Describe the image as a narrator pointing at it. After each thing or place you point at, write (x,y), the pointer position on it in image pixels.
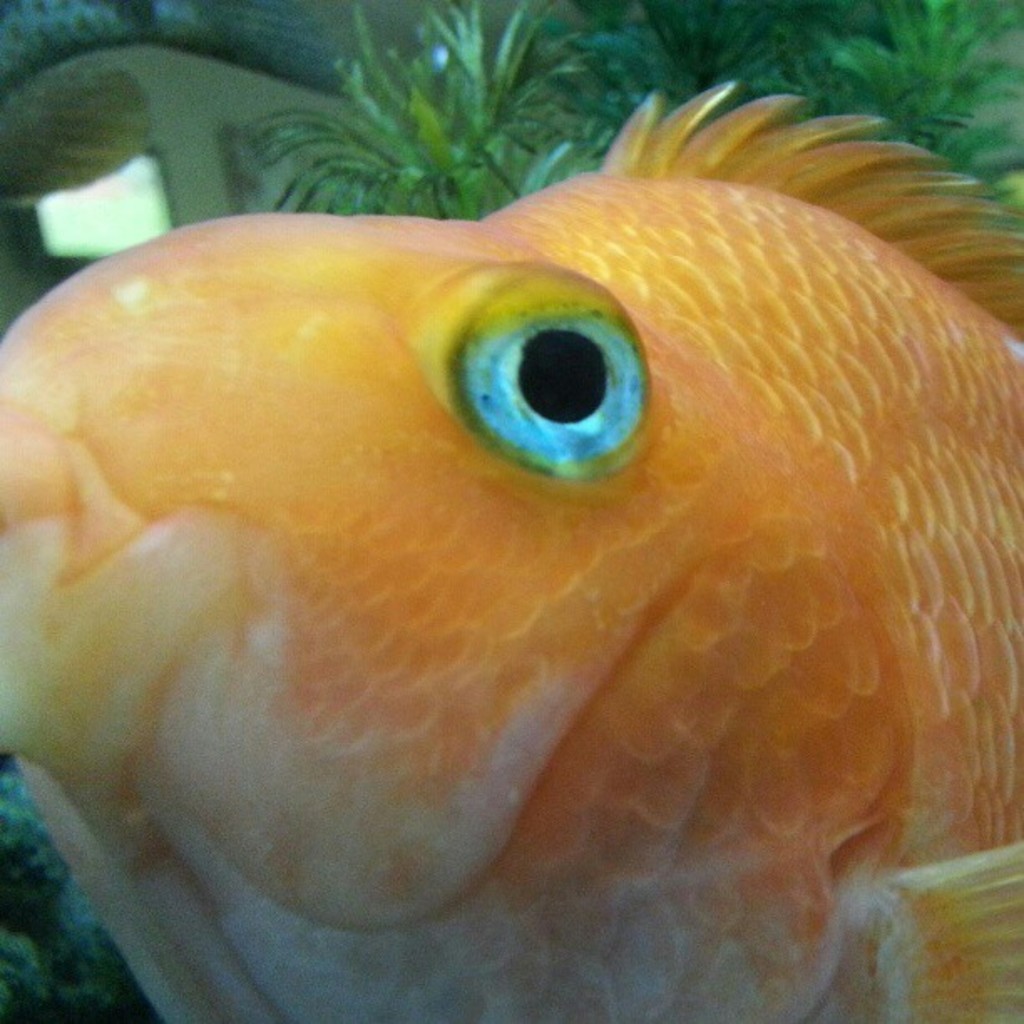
In the image we can see the fish (723,607), orange and white in color. We can even see the leaves (430,131).
